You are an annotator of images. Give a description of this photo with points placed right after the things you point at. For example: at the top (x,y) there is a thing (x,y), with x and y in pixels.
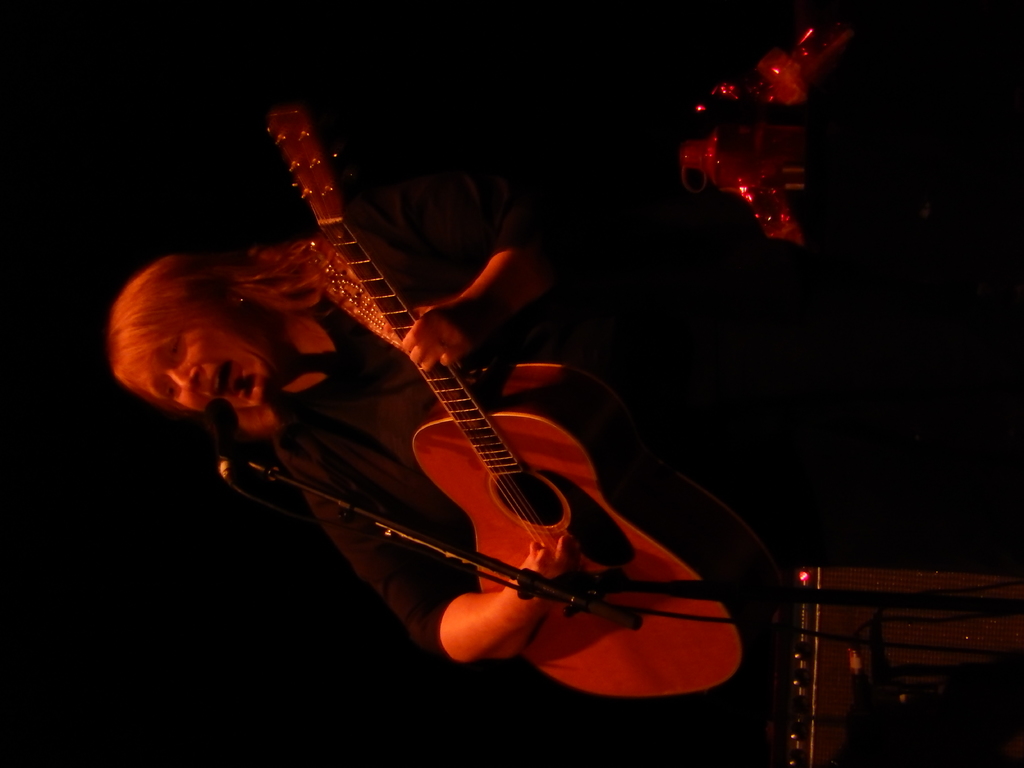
she is standing and she is playing a guitar (471,414).
